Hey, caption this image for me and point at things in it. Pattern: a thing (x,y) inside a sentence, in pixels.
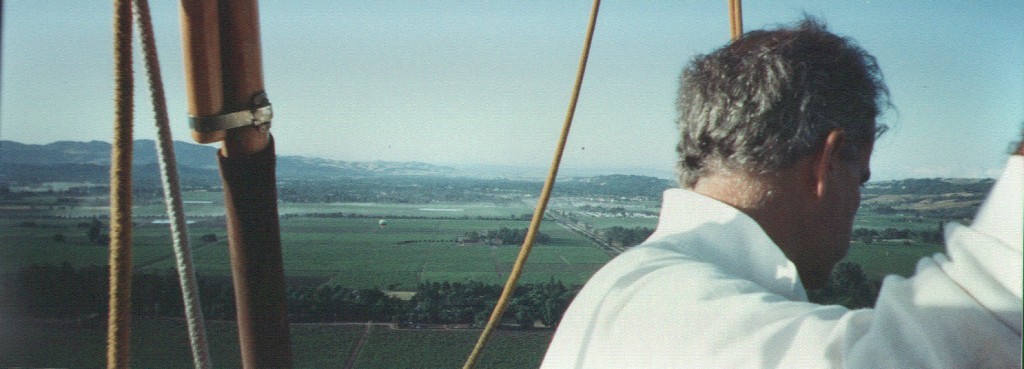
In this image, I can see the man (722,284) with a white shirt (846,311). These are the ropes (170,179). This looks like a wooden stick (258,245). I can see the view of fields (392,238), trees (430,297) and hills (326,166).
